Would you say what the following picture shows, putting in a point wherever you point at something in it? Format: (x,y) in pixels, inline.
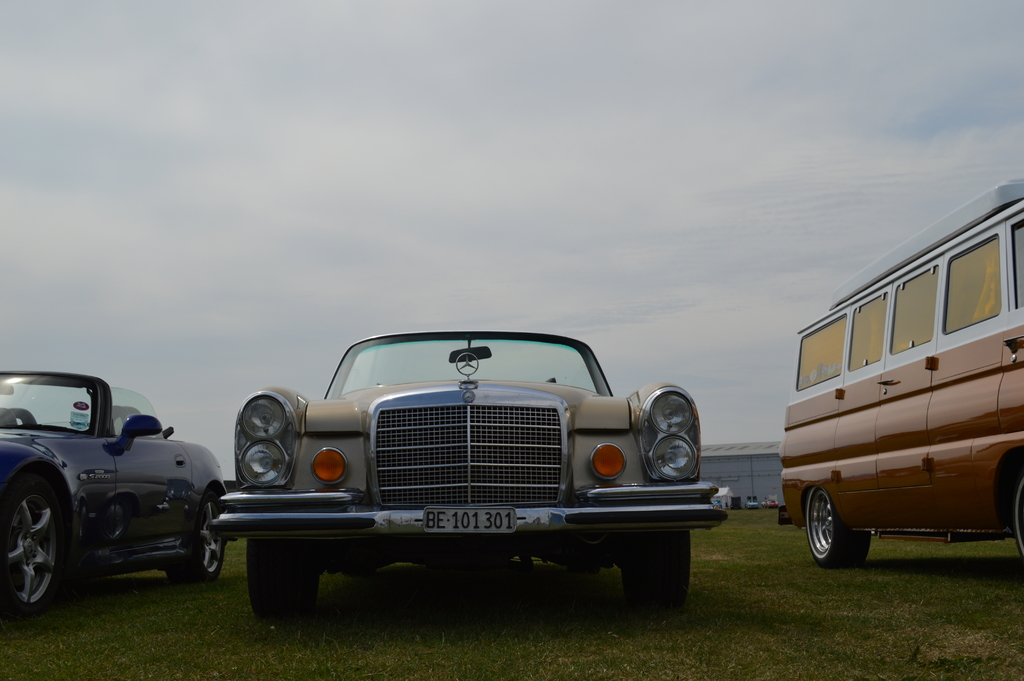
In this picture there is a car (557,516). On the right (928,420) we can see mini bus (1017,467). On the left (137,541) we can see sports car (141,569). On the bottom (433,639) we can see grass (767,588). In the background (765,457) there is a shed (734,465). On the top (646,66) we can see sky (354,20) and clouds (446,3).
